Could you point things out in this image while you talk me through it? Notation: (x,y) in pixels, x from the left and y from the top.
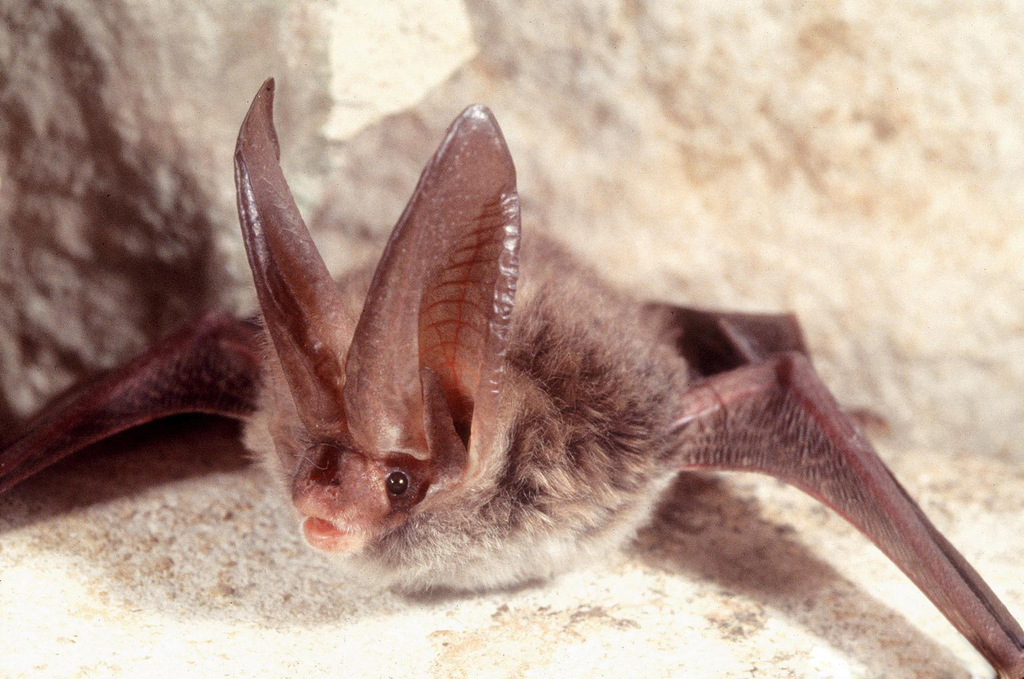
In this image I can see an animal (493,553) in brown color and I can see cream color background (48,63).
